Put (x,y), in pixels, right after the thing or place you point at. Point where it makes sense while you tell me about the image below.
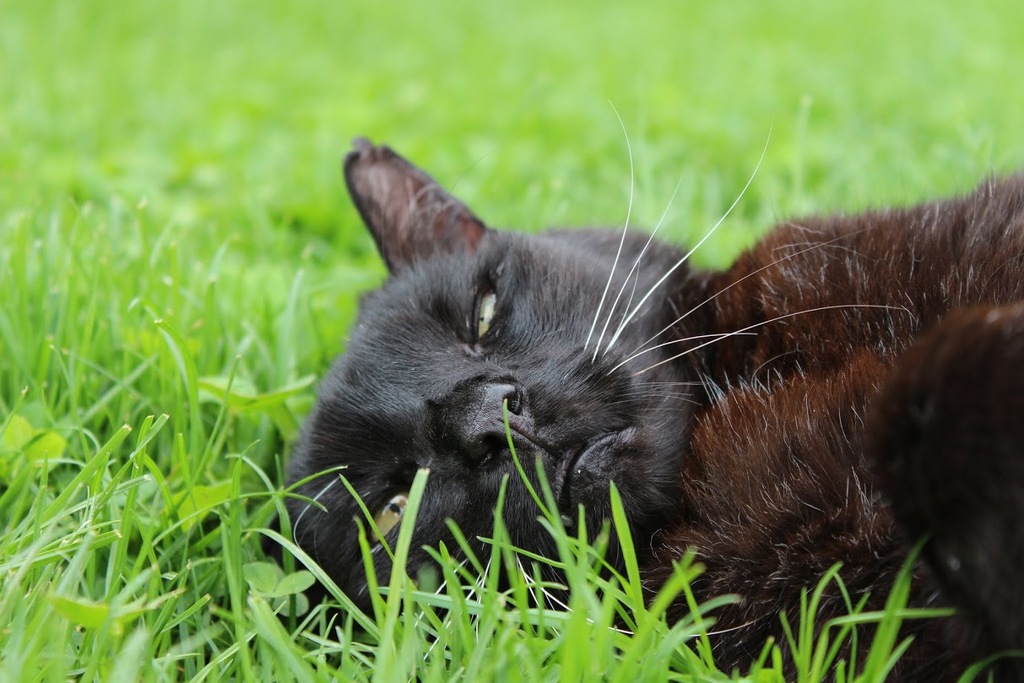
In this image we can see a cat (592,534) which is black in color and lying on the grass (182,566). In the background of the image (746,111) is in a blur.
